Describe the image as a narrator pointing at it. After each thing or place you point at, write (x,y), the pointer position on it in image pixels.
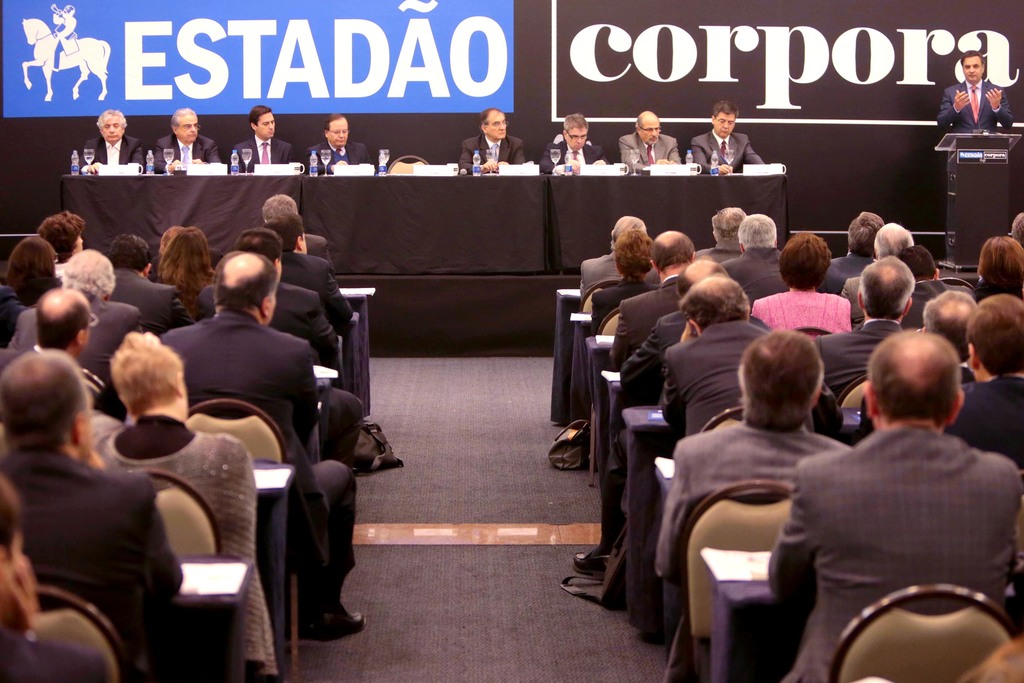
This image consists of many persons (826,372). At the bottom (486,549), there is a floor (467,511). In the front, there are few persons (521,144) sitting in the chairs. In front of the tables (477,211) on which we can see water bottles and glasses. On the right (967,130), there is a man (956,113) speaking in a mic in front of the podium (959,161). In the background (56,45), there are banners (560,52).
